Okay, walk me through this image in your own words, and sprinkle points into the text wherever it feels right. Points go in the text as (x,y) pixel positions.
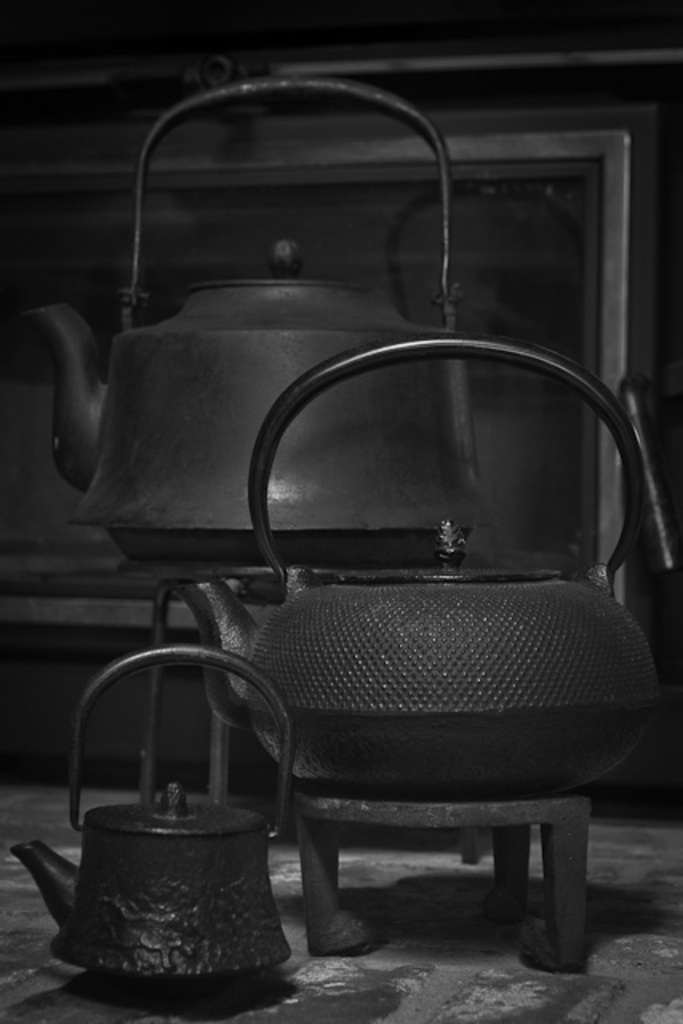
In this image there are kettles (133,461) which are black in colour.
